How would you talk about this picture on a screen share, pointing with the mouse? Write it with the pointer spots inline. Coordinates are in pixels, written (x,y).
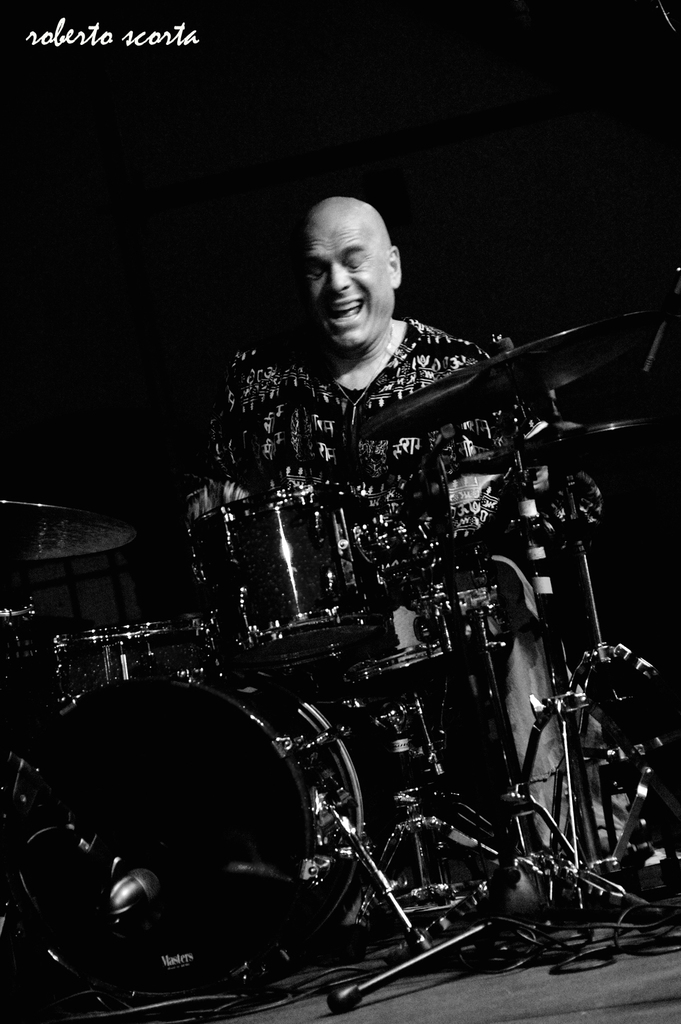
In this black and white image there is a person (506,597) playing musical instruments (472,389). The background (484,229) is dark.
